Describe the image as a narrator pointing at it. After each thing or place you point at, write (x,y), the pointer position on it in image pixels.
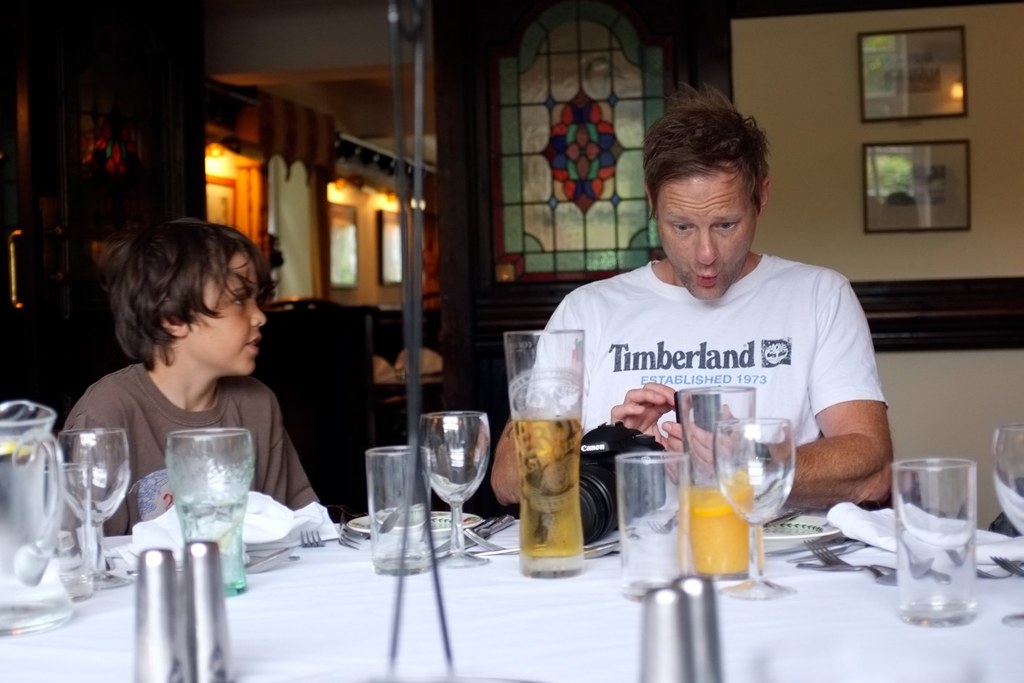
in this image this is a inside view of an house (387,114). on the right side (893,358) i can see a wall (978,208) and there is a photo frame (888,164) attached to the wall (987,199) and front i can see a table (254,641) there is a glass (572,477) and there is a drink (561,462) on the glass (557,442). there are some forks (816,549) and spoons (844,571) kept on the table (855,558) and there is a plate (822,529) kept on the table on the left (23,481) i can see glass (111,460) and jug (39,494). and boy (138,381) sit on the chair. backside of him there is a wall (157,185) with wooden and there is a window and there is a man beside him.
